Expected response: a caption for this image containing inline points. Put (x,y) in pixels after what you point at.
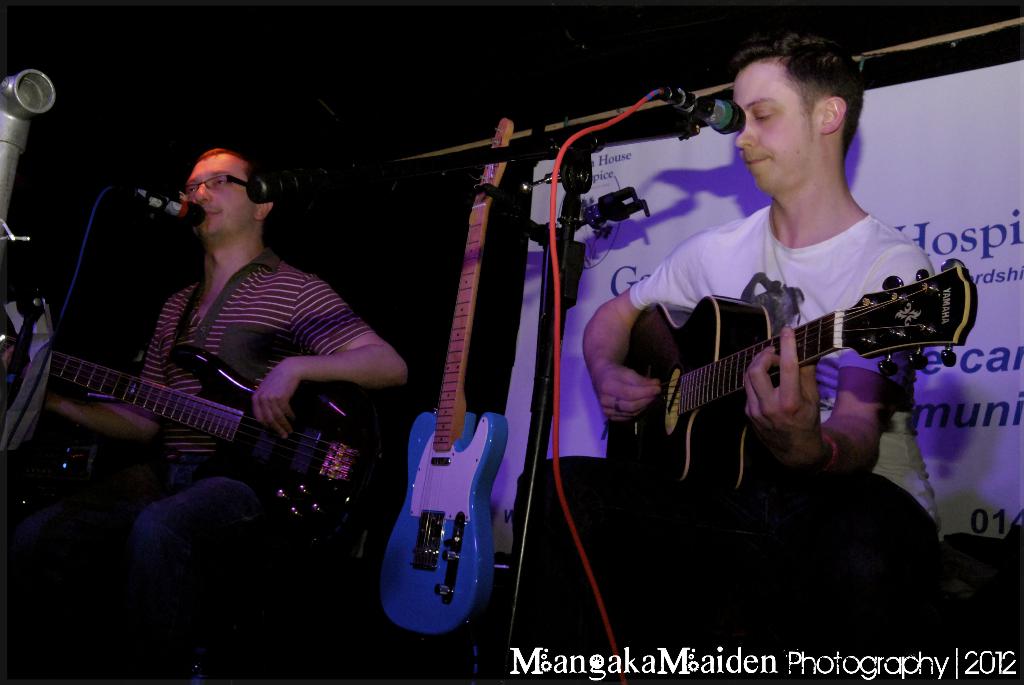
In this image I can see two people (391,373) are playing guitar (314,467) and they are sitting in-front of the mic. At the back (861,168) there is a banner (908,176).
